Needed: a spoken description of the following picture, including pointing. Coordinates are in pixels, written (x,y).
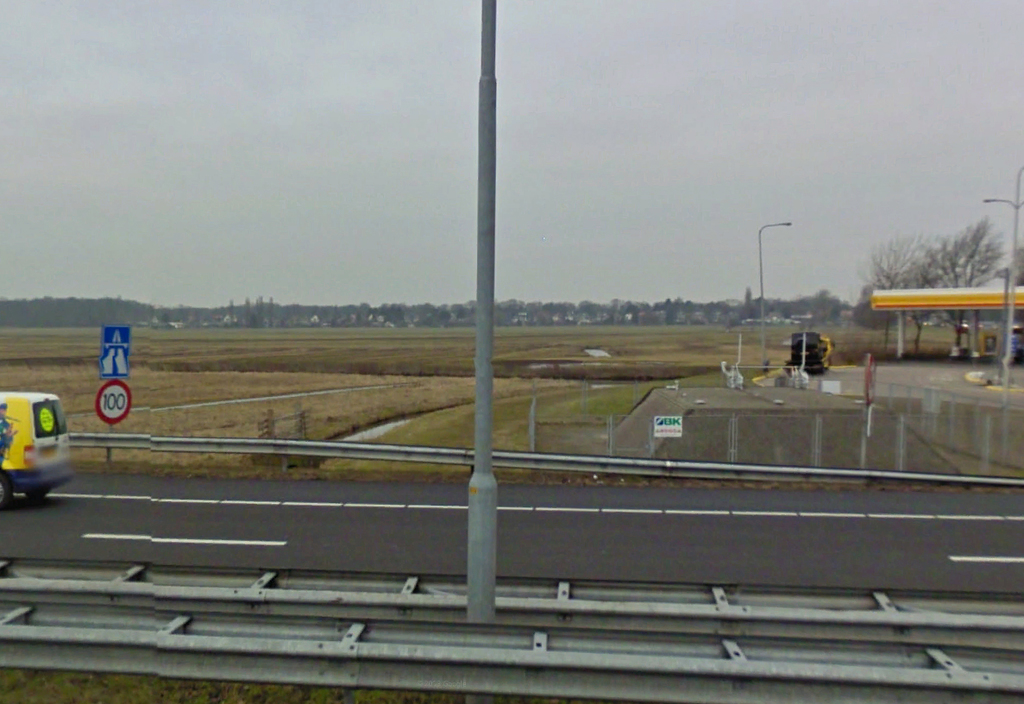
In this image there is a road (327,555), on that road (94,530) there is a vehicle (61,469), behind the road (602,517) there are fields (557,368) and there is a gas station (972,328) in middle (477,447) there is a pole (493,126).
